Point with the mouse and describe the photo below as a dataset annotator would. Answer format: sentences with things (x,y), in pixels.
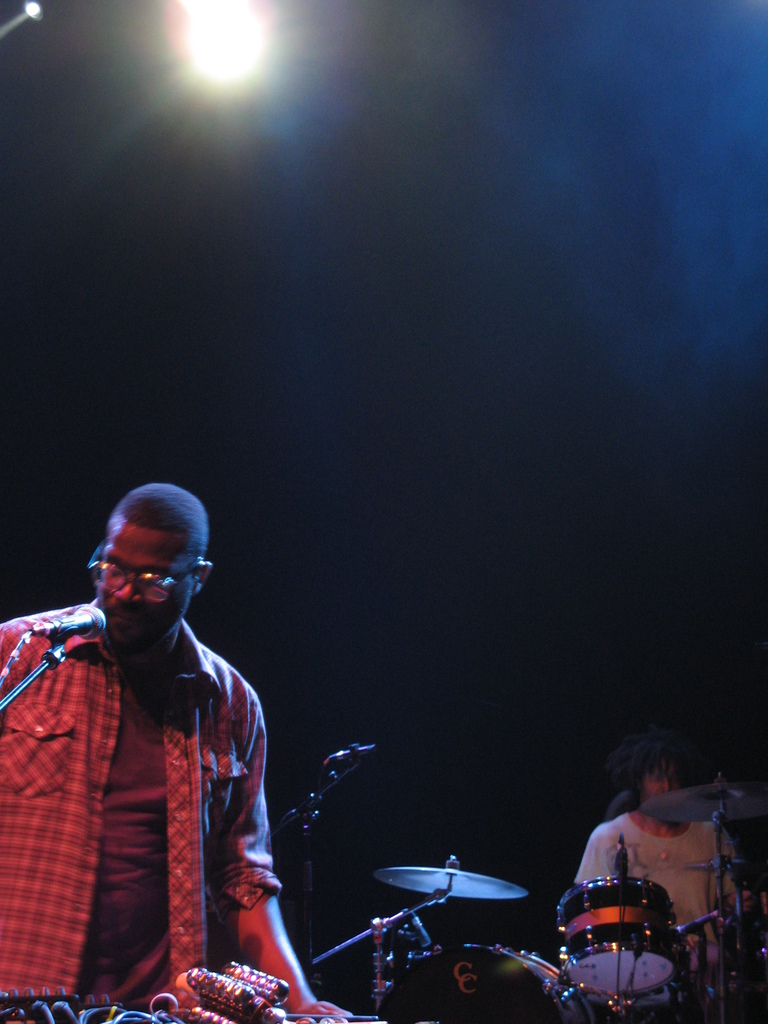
In this picture we can see two men (107,851) playing where a man (687,847) is playing drums (627,919) and in front of them we can see mics (367,743) and in the background (90,341) it is dark.
